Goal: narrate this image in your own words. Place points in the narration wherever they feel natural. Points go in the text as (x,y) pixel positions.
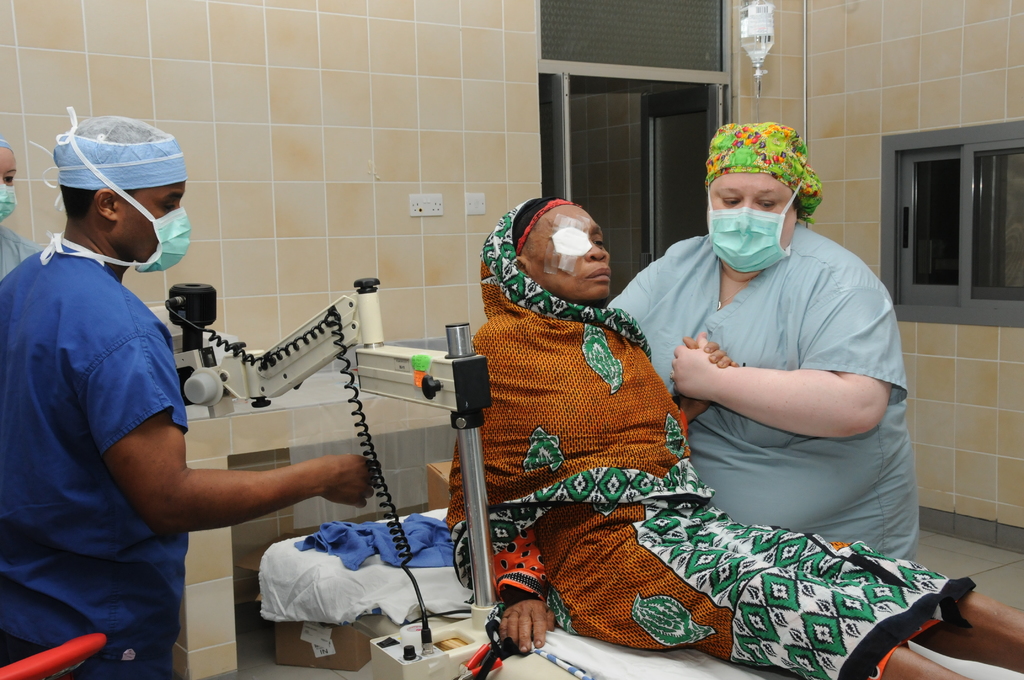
In the image I can see a lady (605,431) who is on the bed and around there are some other people (228,476) and some other equipment (398,393) and also I can see a window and some switch boards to the wall (329,75).
